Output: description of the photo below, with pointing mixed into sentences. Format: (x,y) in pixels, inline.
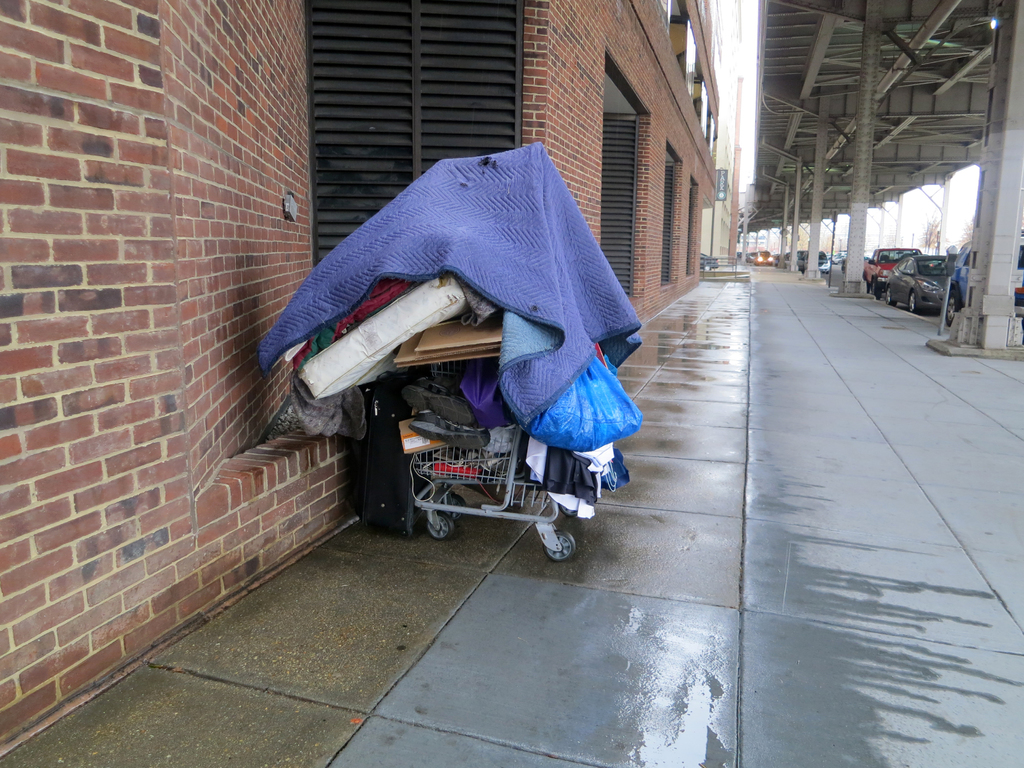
In this image we can see few buildings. There are many vehicles (919,277) under the roof (848,116). There are many objects (496,358) in the image.
